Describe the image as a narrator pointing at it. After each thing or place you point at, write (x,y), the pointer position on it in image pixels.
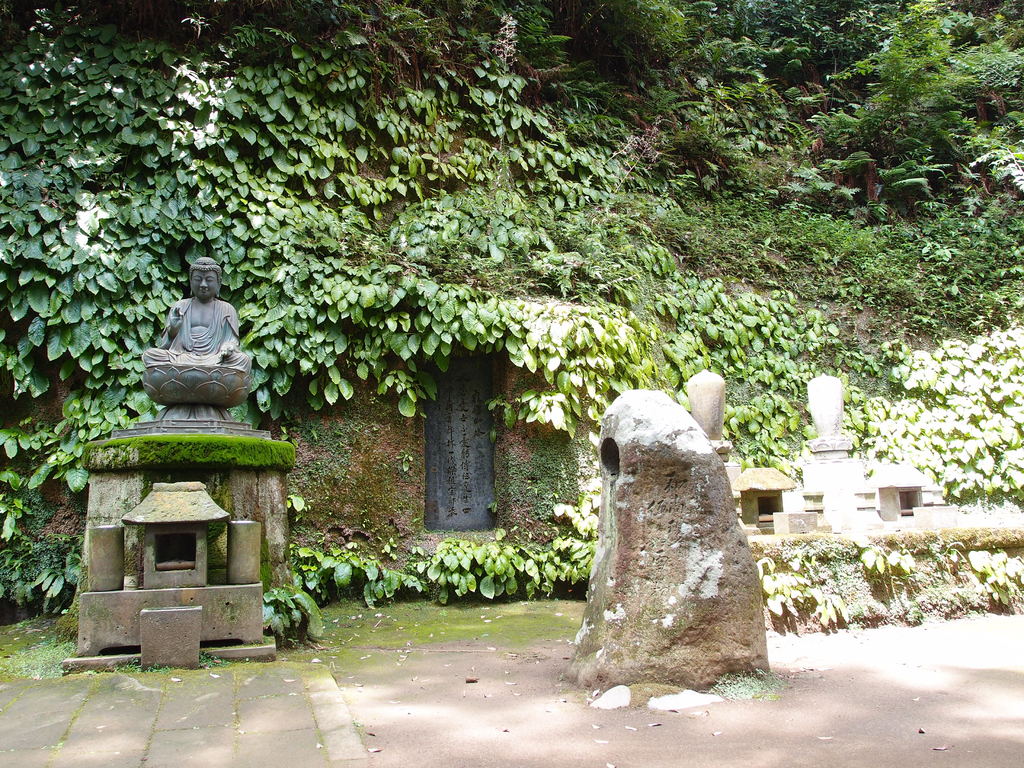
In this image, we can see a statue (164,369) and there are some green leaves (369,224), we can see some green trees (593,66).
